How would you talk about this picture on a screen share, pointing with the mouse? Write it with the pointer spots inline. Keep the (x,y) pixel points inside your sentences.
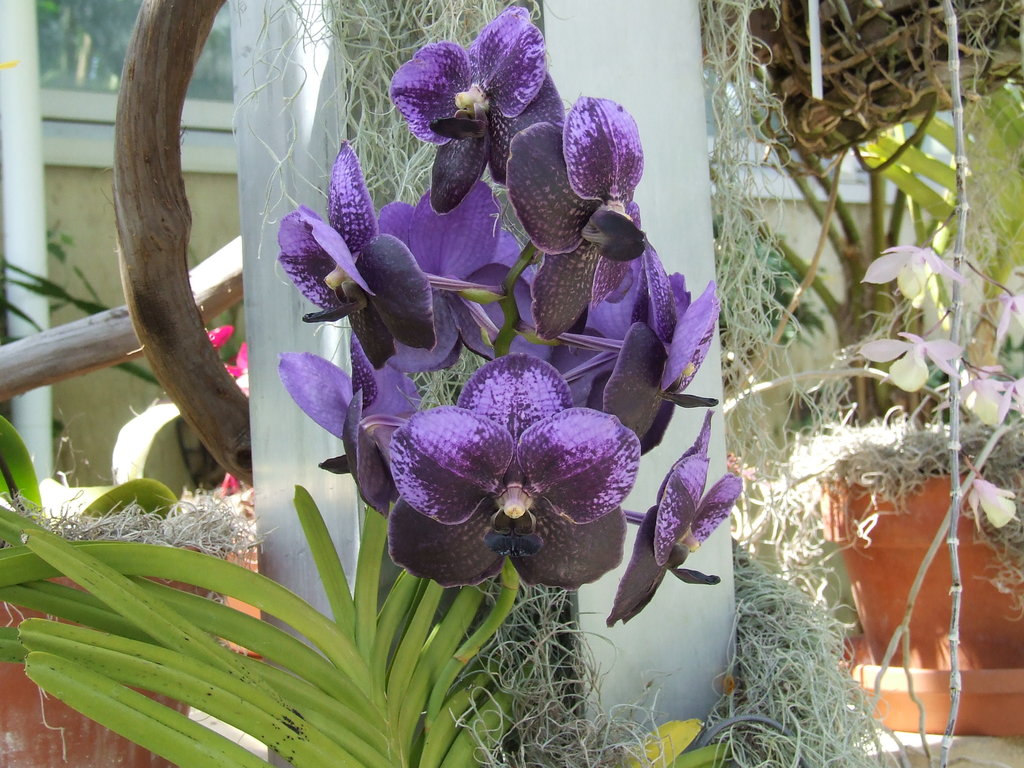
In the center of the image (349,453) there are flowers (363,309). There are plants (566,606). There is a pillar (582,602). In the background of the image (208,73) there is glass window (75,14). There is a tree branch (149,8).
